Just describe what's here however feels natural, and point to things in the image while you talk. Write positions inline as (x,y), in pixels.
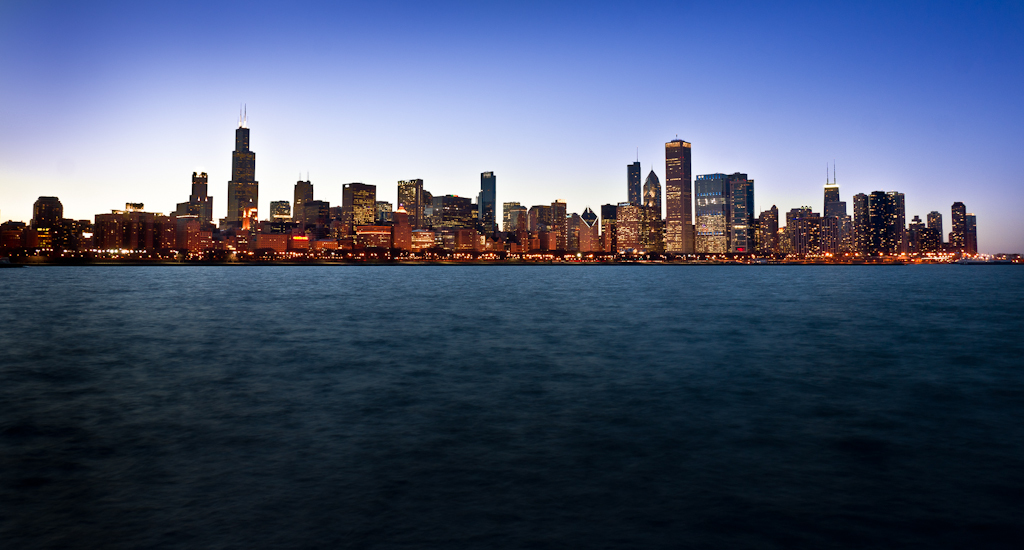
In the picture I can see the water (446,364). In the background (387,226) I can see buildings (421,231) and the sky (449,118).
